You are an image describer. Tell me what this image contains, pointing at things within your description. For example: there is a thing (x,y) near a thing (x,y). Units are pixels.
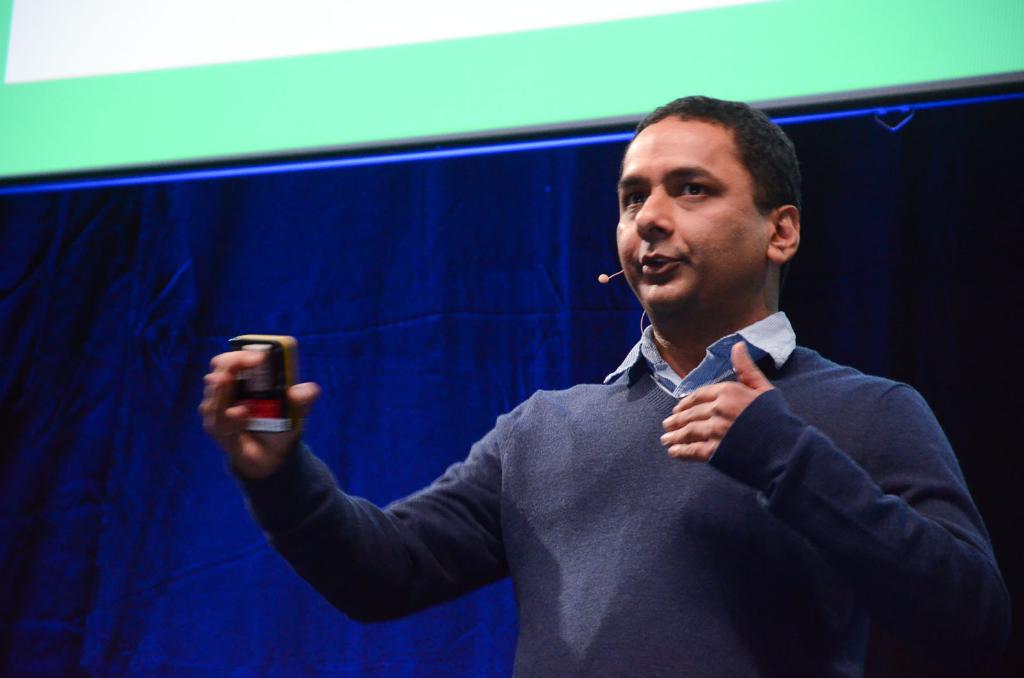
In this picture there is a man (779,324) standing and talking and he is holding the object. At the back (327,261) there is a curtain (281,240) and there is a wall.
